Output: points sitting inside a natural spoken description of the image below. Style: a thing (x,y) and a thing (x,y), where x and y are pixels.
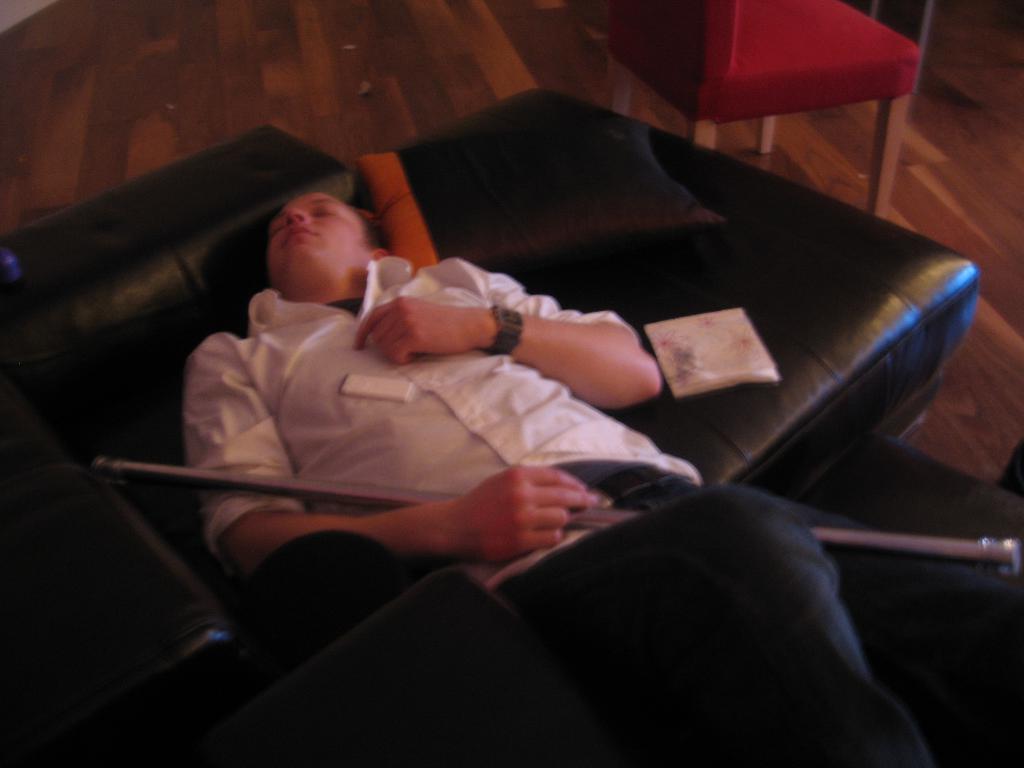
In this picture I can see a man (583,479) lying on the sofa bed (713,424), he is wearing a white color shirt (445,456) and also holding a rod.
